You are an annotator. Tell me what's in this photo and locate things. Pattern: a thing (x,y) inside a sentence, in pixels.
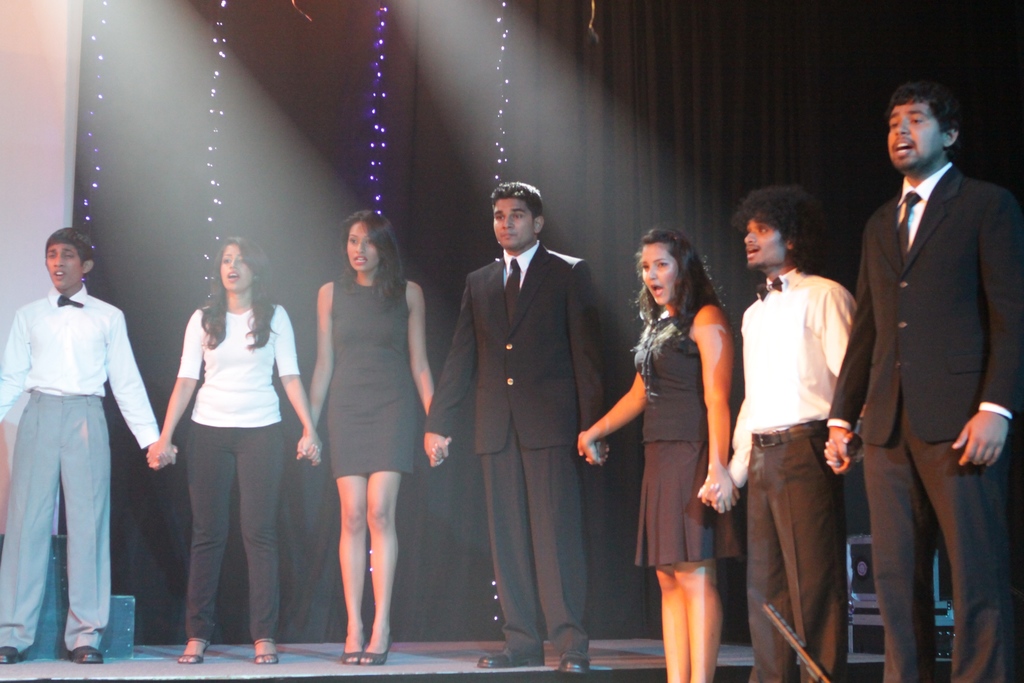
In this image I can see a group of people (756,343) standing on the stage (318,654). In the background (185,139), I can see the lights (210,91) and the wall (684,145).
